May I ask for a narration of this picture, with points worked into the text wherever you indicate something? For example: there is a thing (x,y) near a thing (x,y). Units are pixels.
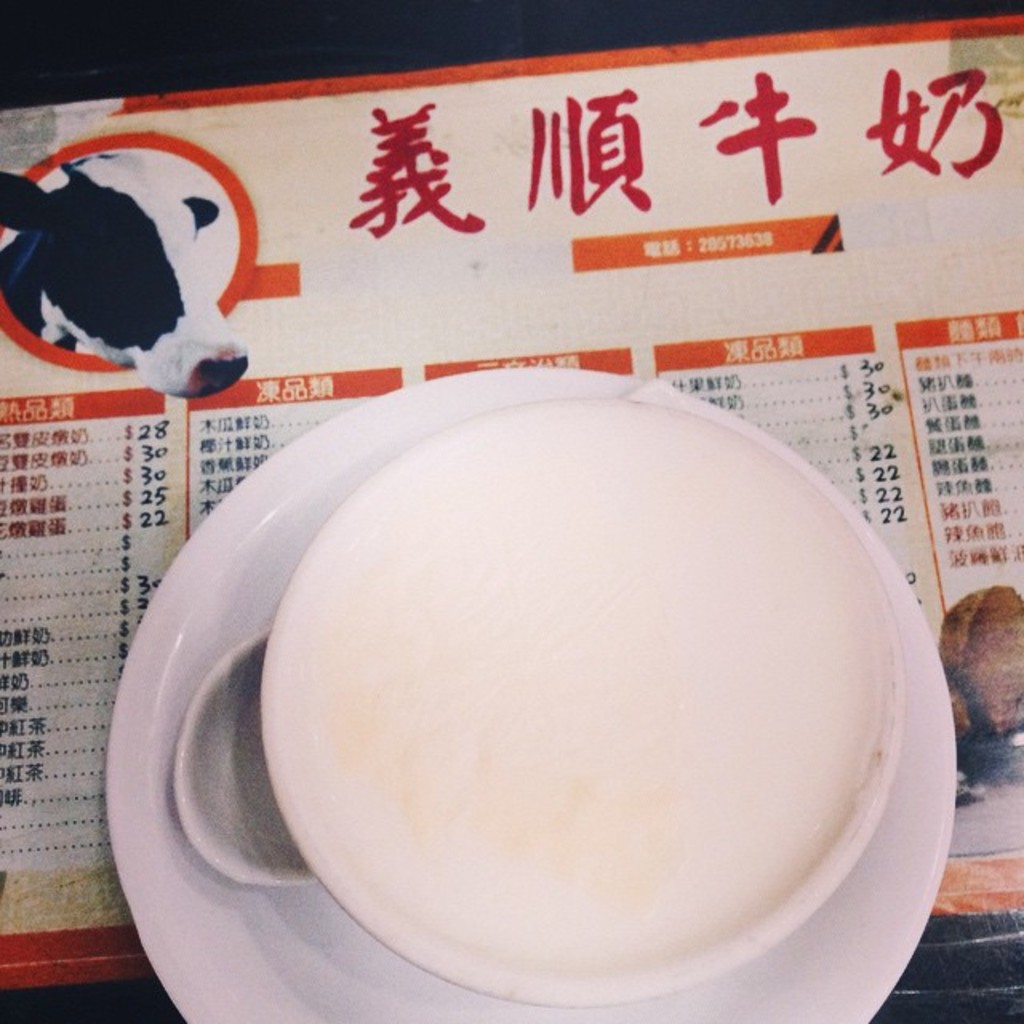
In the center of the image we can see a platform (976,964). On the platform (976,964), we can see a plate (244,925), one paper (472,308) with some text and images (101,329) and a few other objects (204,749).
